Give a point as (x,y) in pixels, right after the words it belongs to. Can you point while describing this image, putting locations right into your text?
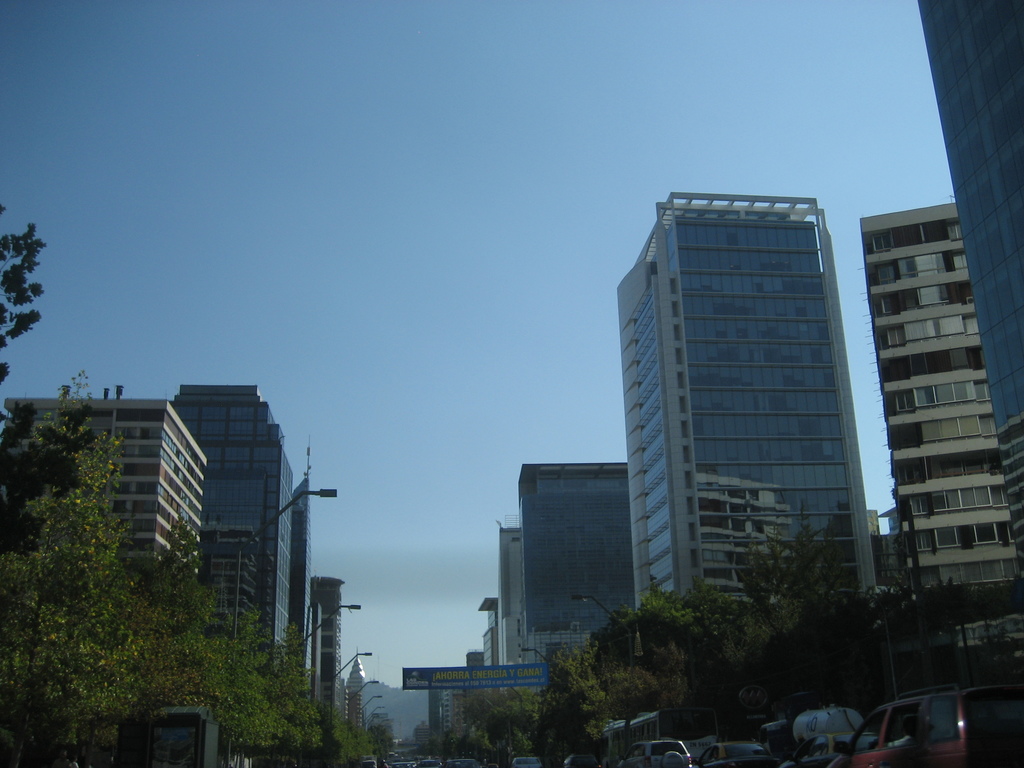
In this picture we can see some building (484,634), trees (474,691) and banners (426,671).
